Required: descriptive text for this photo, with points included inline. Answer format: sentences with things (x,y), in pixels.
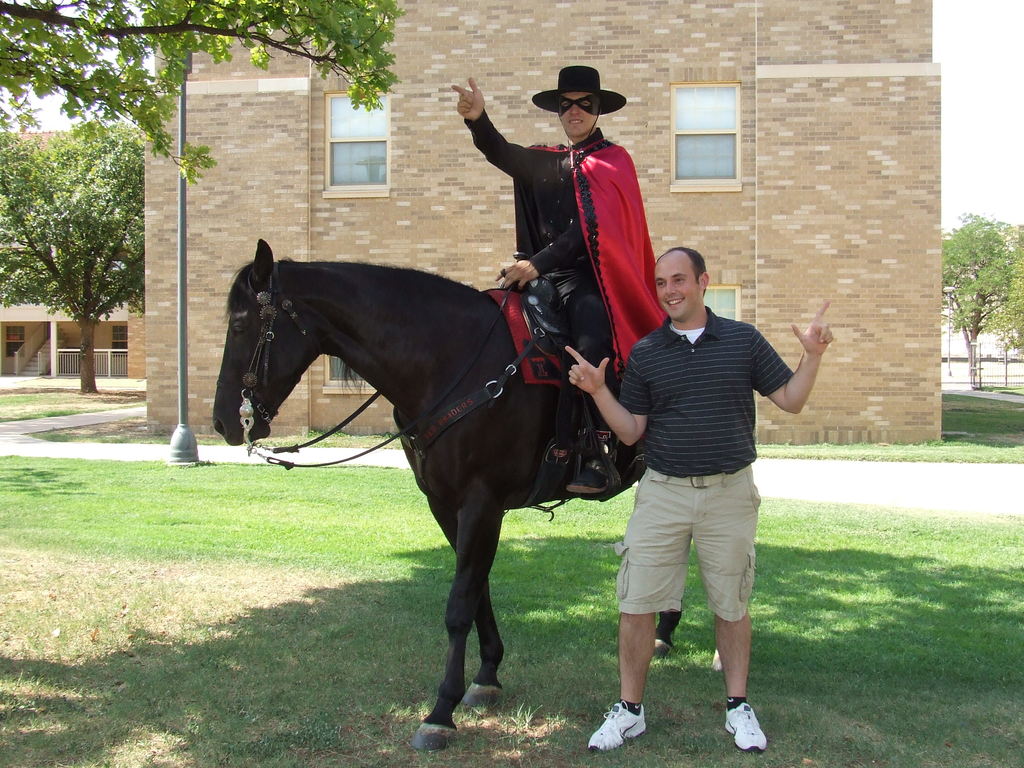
A man (696,429) is standing and posing. There is another man (525,162) sitting on a horse (552,387) wearing a costume (533,182).
